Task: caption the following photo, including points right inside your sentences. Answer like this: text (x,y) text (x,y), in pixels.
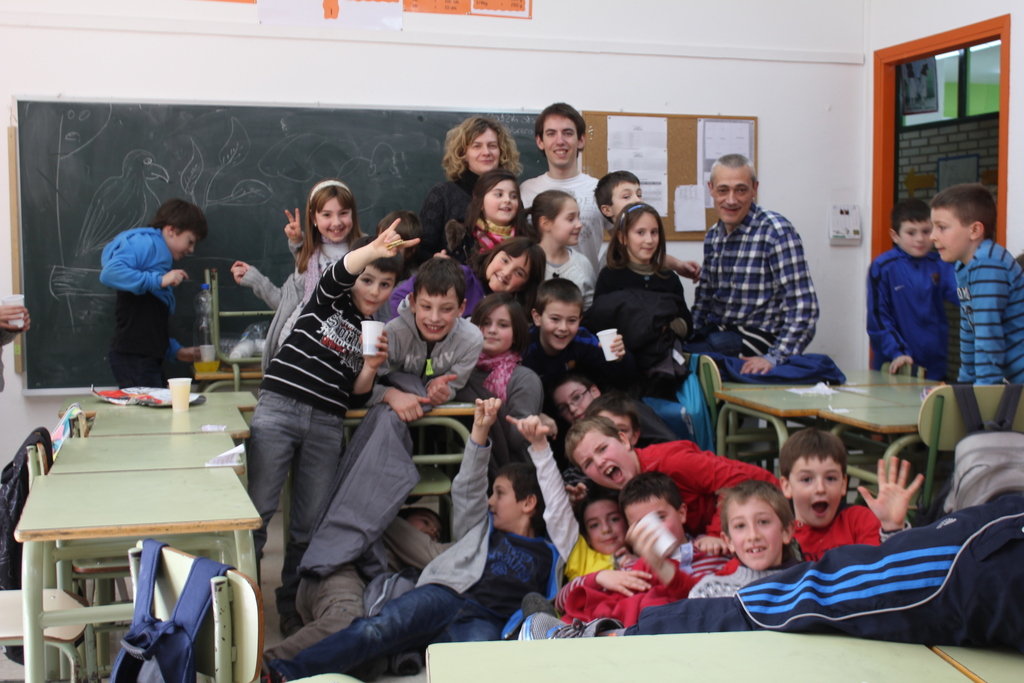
In this picture we can see a group of people (558,188) consisting of boy (334,287), girls (295,260), man (763,230) and woman (472,184) and this people (712,518) are in the classroom (309,186) where we can see board (123,148), notice board (668,158), benches (119,472), chairs (170,578) bags (128,655) are attached to that and on table (95,450) we can see glass (182,407), paper (130,394).
